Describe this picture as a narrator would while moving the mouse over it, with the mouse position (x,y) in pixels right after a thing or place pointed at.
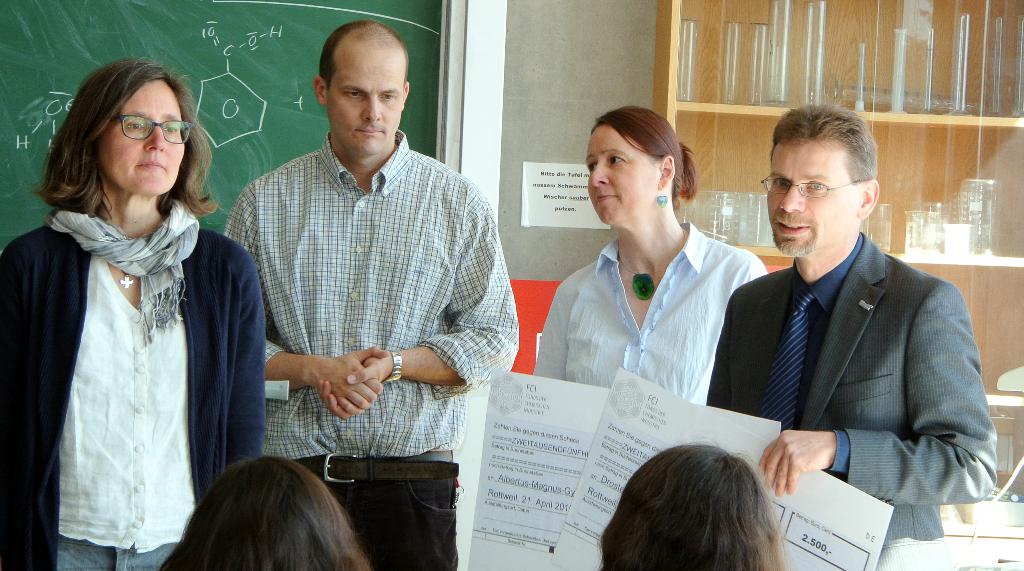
This picture describes about group of people (404,300), few people (130,151) wore spectacles (168,128), behind to them we can see a board (291,92), few glasses (729,35) and other things (956,93) in the racks (915,124), and also we can see a paper (536,205) on the wall (525,159).
